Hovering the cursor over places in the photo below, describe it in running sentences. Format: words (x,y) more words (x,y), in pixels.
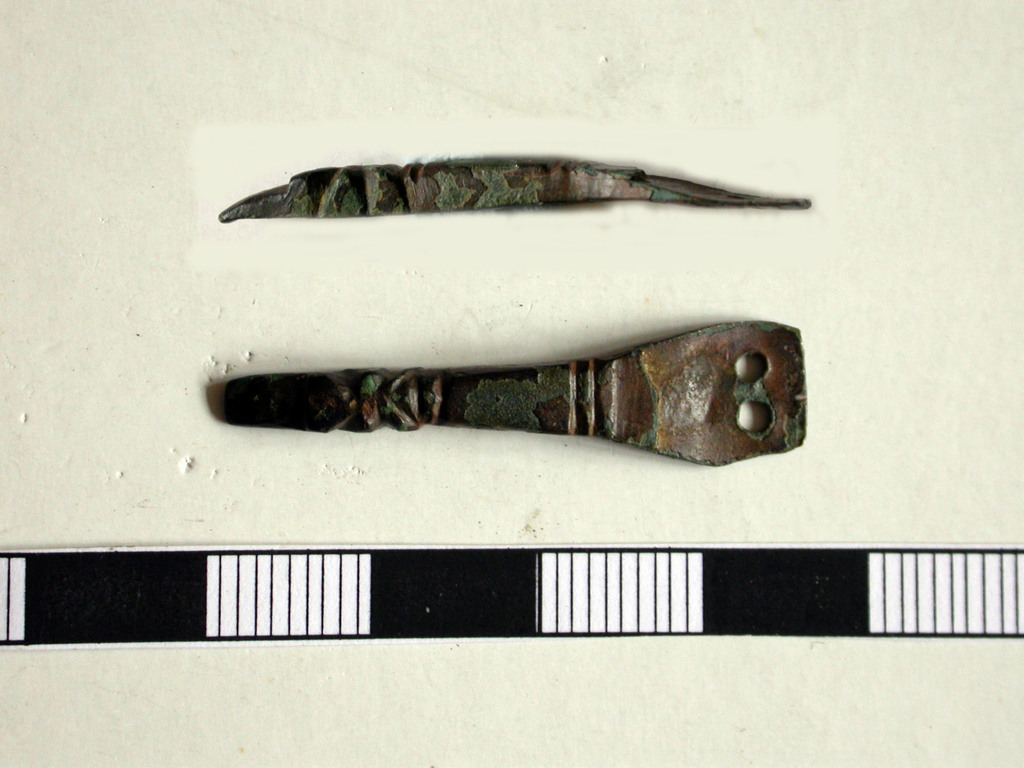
In this image we can see two metal objects (440,178) which looks like tools (389,390), one object (141,583) at the bottom of the image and there is a white background (925,162).
